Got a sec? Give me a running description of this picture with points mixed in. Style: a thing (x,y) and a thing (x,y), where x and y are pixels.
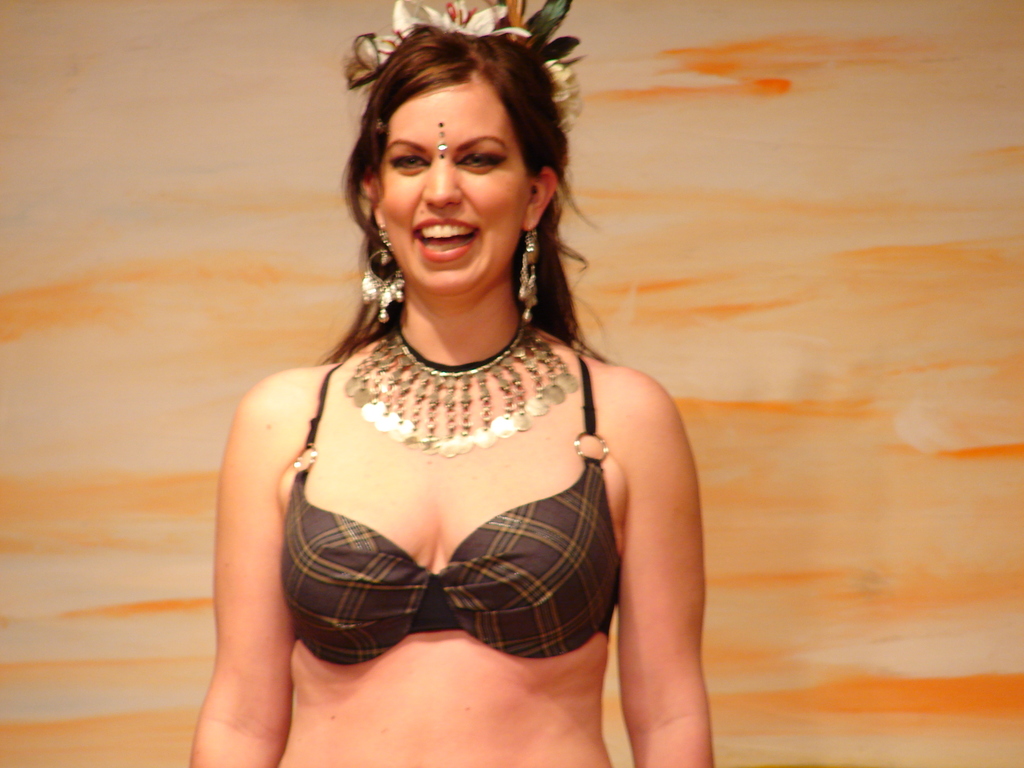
In the center of the image (506,430) a lady (483,281) is standing and laughing. In the background of the image (196,190) we can see the wall (83,191).
